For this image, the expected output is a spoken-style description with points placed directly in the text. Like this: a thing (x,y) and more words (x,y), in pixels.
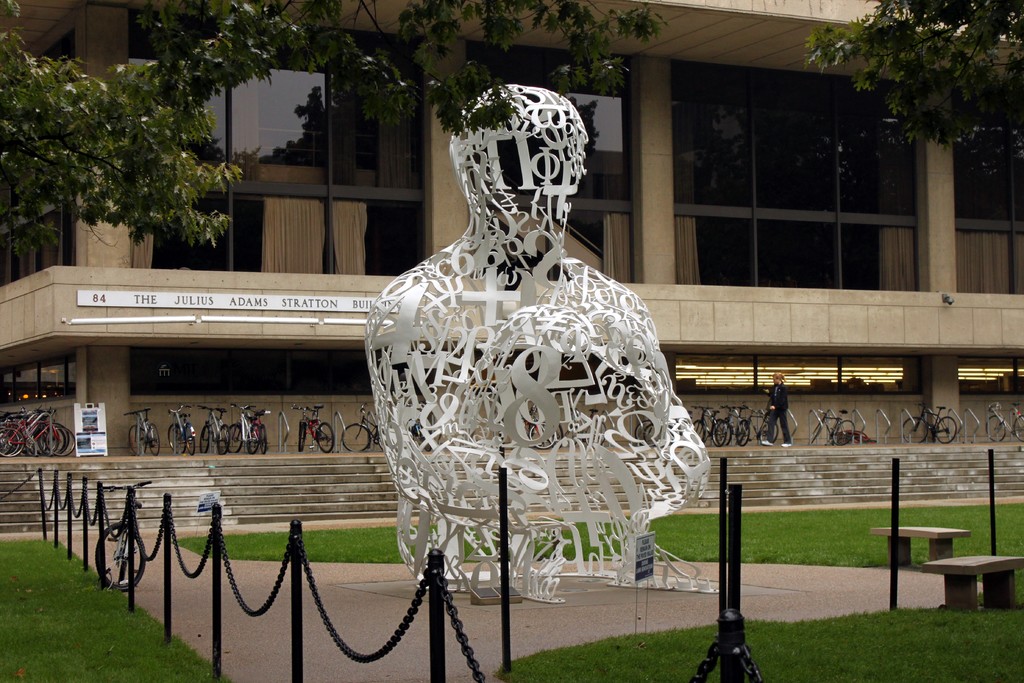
In this image there is a sculpture (474,298) made of letters (511,425) in the ground (773,578) beside that there is a fence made of poles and chain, at the back (293,386) there is a building (296,367) under which there are so many bicycles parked and also there are so many trees (2,2) in front of the building (56,301).
